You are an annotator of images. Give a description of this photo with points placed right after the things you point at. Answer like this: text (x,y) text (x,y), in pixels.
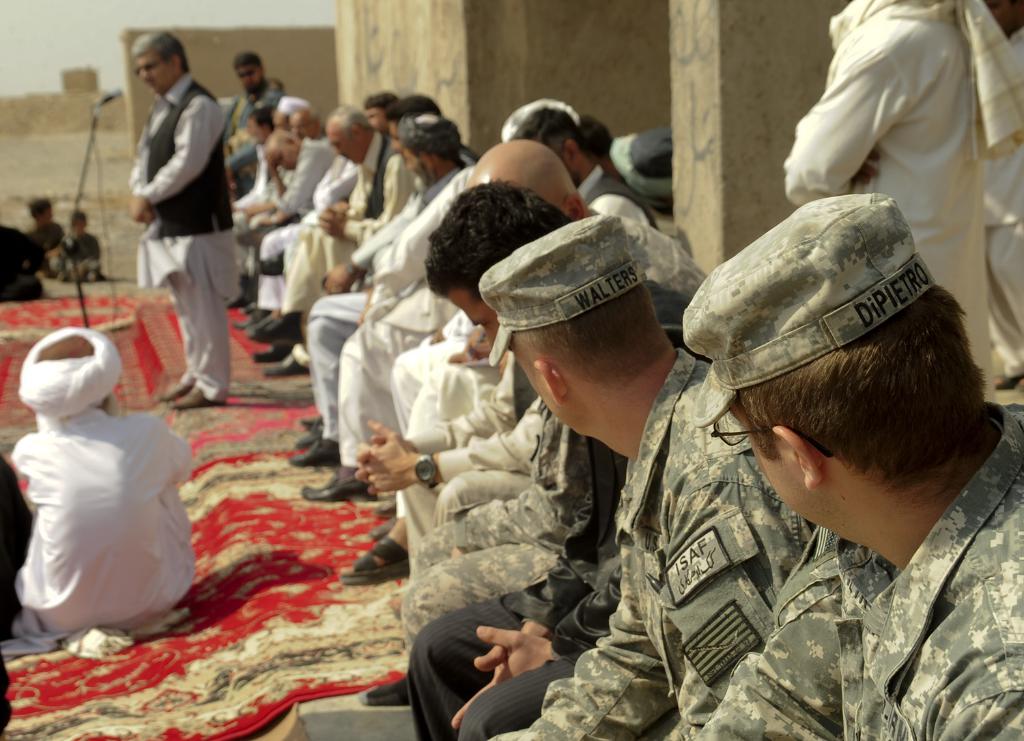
In this picture we can see some people (618,423) are sitting and some are standing, among them one person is standing and talking in front of mike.
